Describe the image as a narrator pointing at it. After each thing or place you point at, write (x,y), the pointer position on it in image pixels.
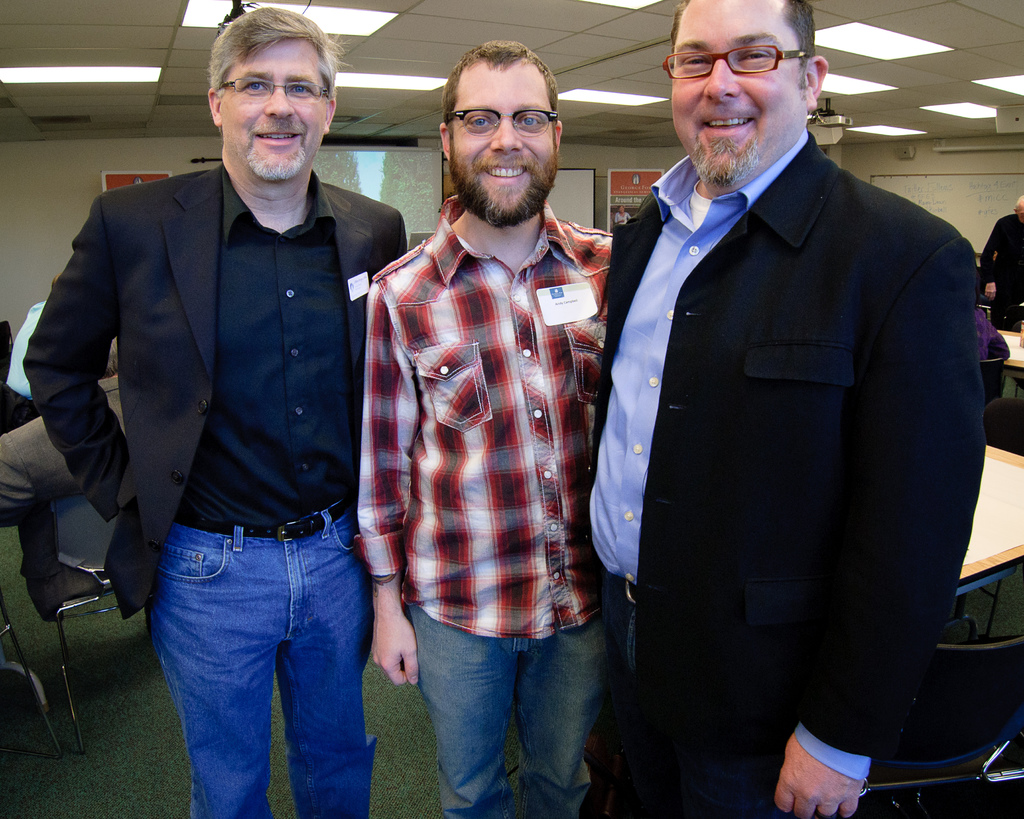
In this picture I can see three persons (446,429) standing and smiling, there are group of people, there are chairs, tables (993,562), lights (1000,85), boards (1001,207), and in the background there is a screen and a projector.
